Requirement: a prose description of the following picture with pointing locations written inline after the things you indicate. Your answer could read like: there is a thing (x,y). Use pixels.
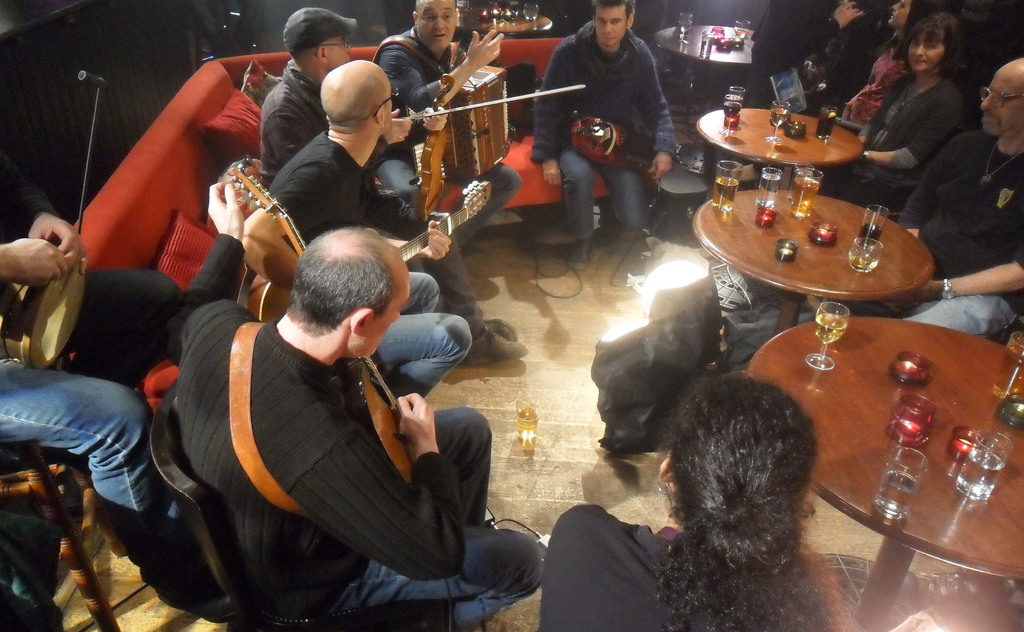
At the left side of the picture (240,413) we can see few men (329,227) sitting on the sofa (552,43) and playing musical instruments (609,133). This is a floor (542,415). This is a glass (527,405) and there is a drink (518,427) in it. At the right side of the picture (967,164) we can see few persons (949,145) sitting in front of a table (836,250) and we can see drinking glasses (764,193) on the tables (790,202).
